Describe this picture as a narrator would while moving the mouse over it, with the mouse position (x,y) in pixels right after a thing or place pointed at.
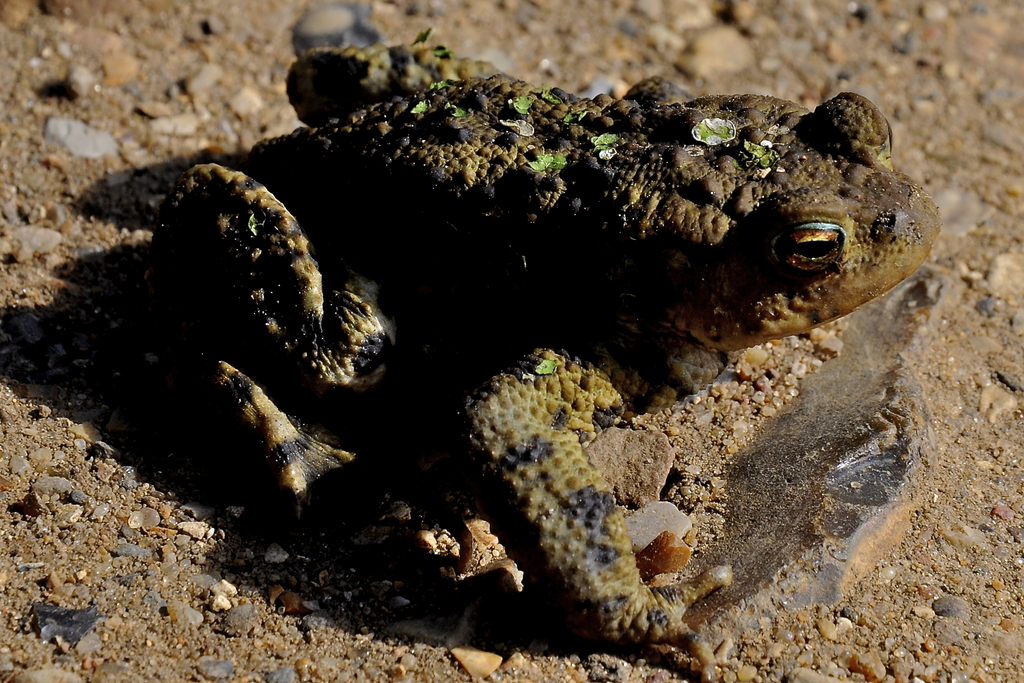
In this image there is a frog (722,270) on the land (649,499) having rocks (767,568).
